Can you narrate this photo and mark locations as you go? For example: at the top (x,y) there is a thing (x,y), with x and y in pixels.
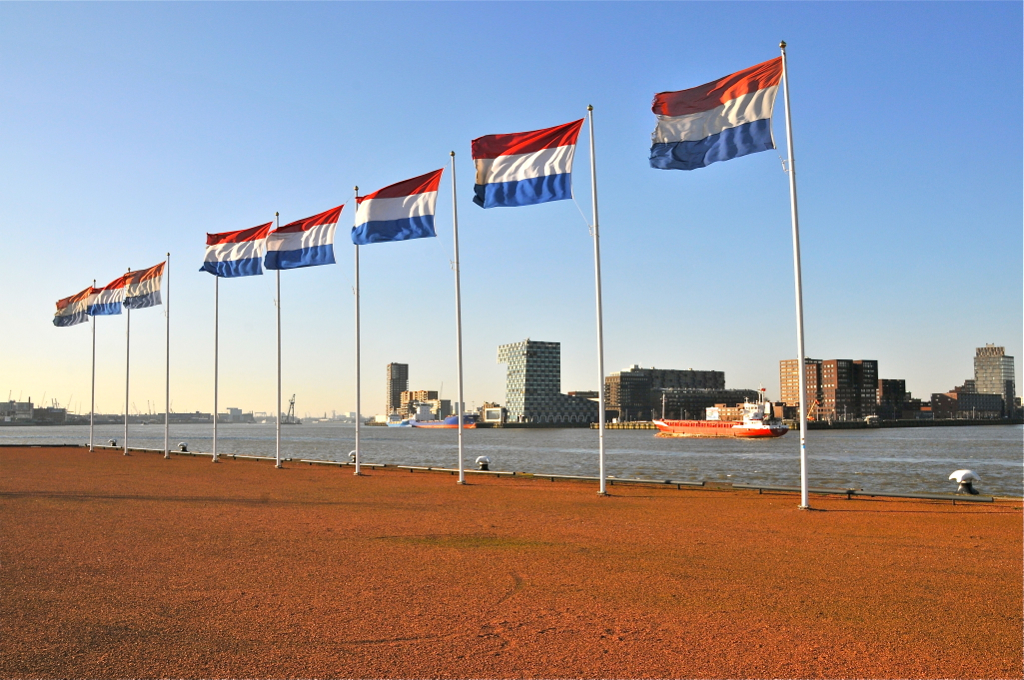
In the middle of the image (605,451) we can see some poles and flags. Behind the poles (93,415) there is water (974,442), above the water (949,431) there are some ships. Behind the ships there are some buildings (965,403). At the top of the image (210,1) there is sky (248,327).
